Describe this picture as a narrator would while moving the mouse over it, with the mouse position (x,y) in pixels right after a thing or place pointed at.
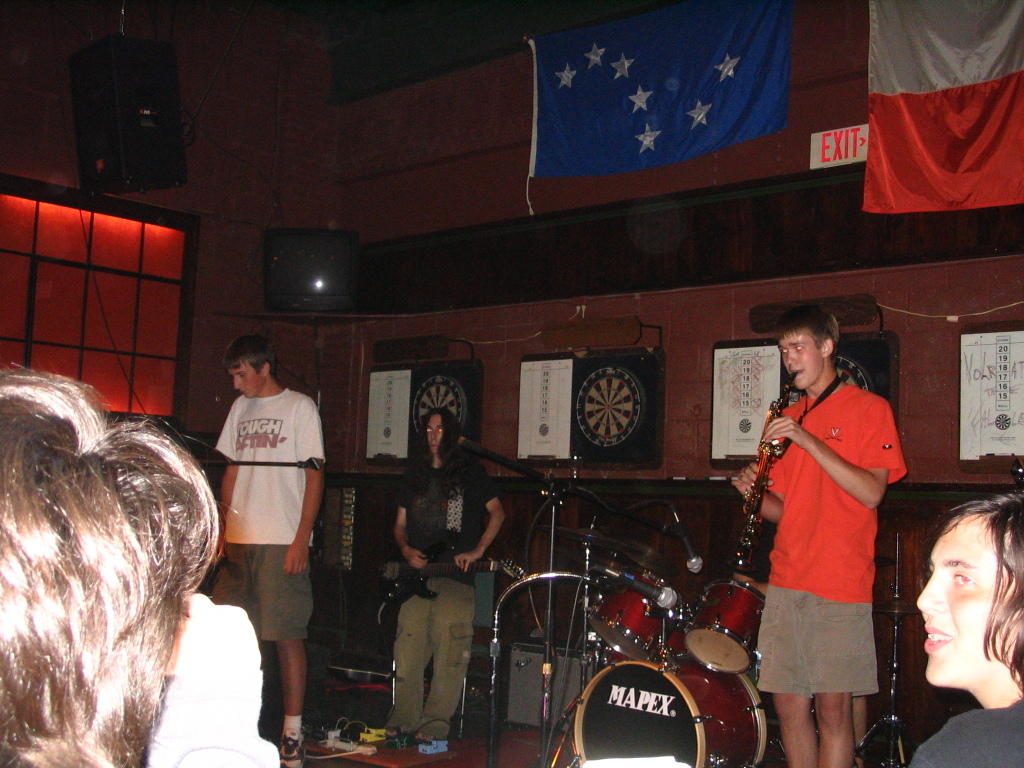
In this picture it seems like a musical performance by three persons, on the right (820,469) person (820,510) in the red shirt (820,484) holding a saxophone (764,448) in front of the drums (623,638). In the background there is a flag (625,111) hanging from the ceiling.
